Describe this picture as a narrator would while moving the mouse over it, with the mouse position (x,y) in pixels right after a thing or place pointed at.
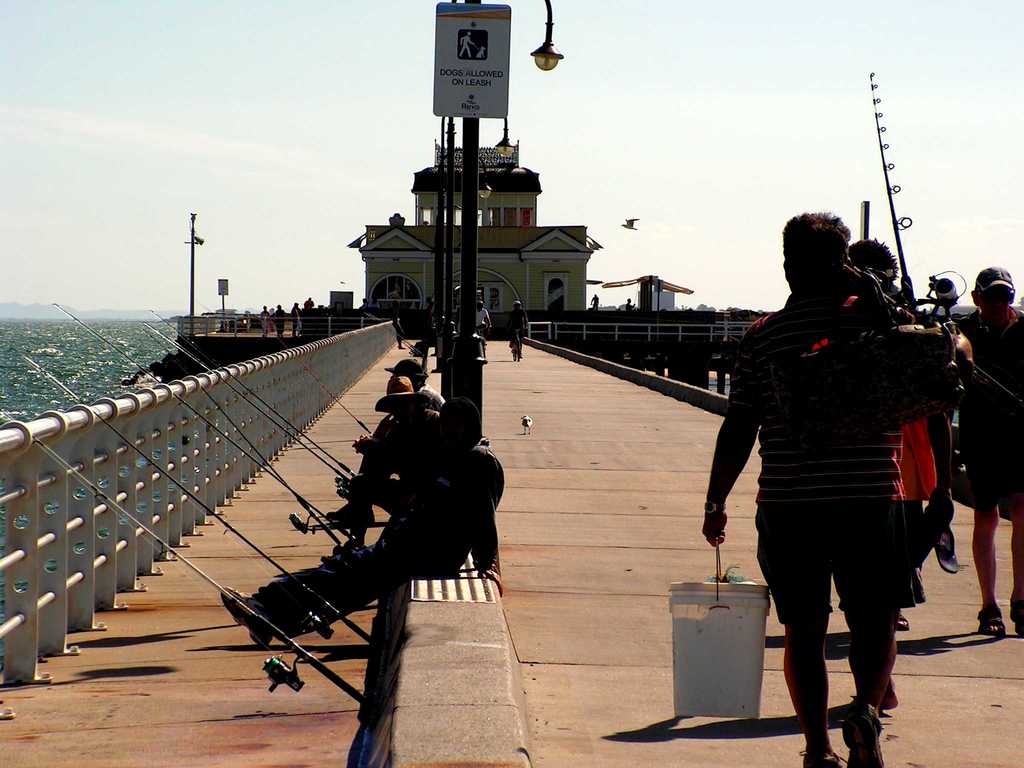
In the foreground of this image (310,453), there is path (542,508) and few persons (431,519) sitting on a side, and fishing rods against the railing (299,417). On right (901,416), there are persons (910,430) walking on the path (917,647) and there are few poles (468,272), lights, building (530,255) and a bird (630,228) flying in the air (646,235). On left (52,337), there is water (83,335) and the sky (217,90).
